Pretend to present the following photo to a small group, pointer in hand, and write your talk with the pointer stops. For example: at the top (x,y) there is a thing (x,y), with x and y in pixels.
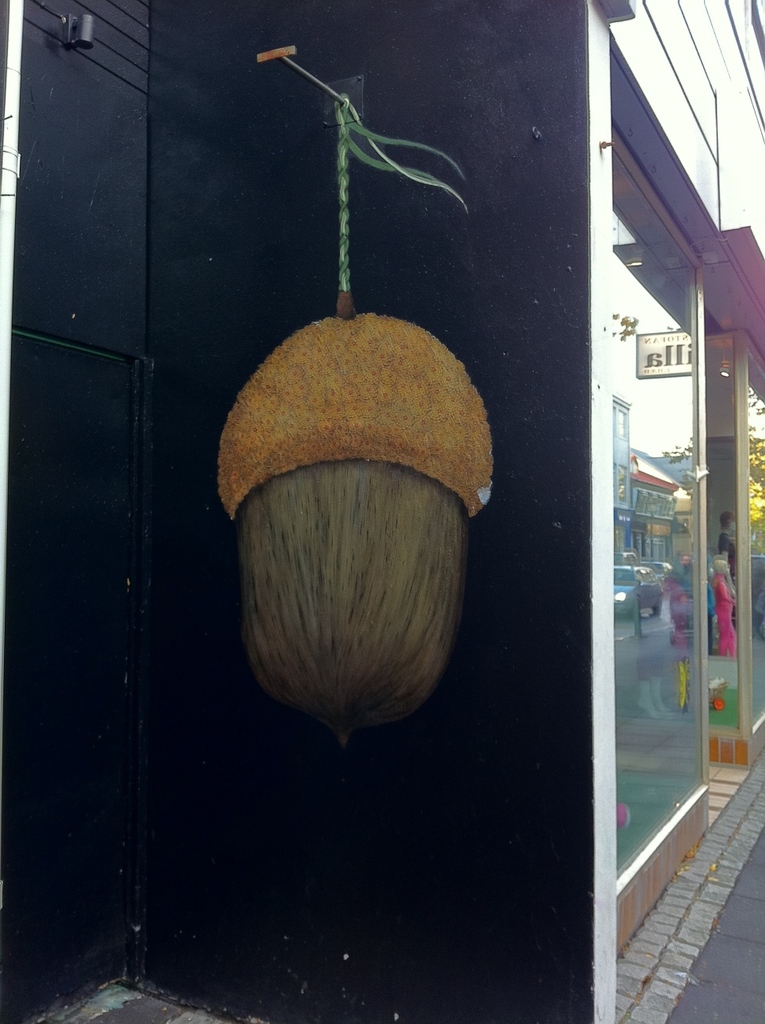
In this image there is a wall (493,452) and we can see a wall painting (388,455) on it. There is a store (708,648).
